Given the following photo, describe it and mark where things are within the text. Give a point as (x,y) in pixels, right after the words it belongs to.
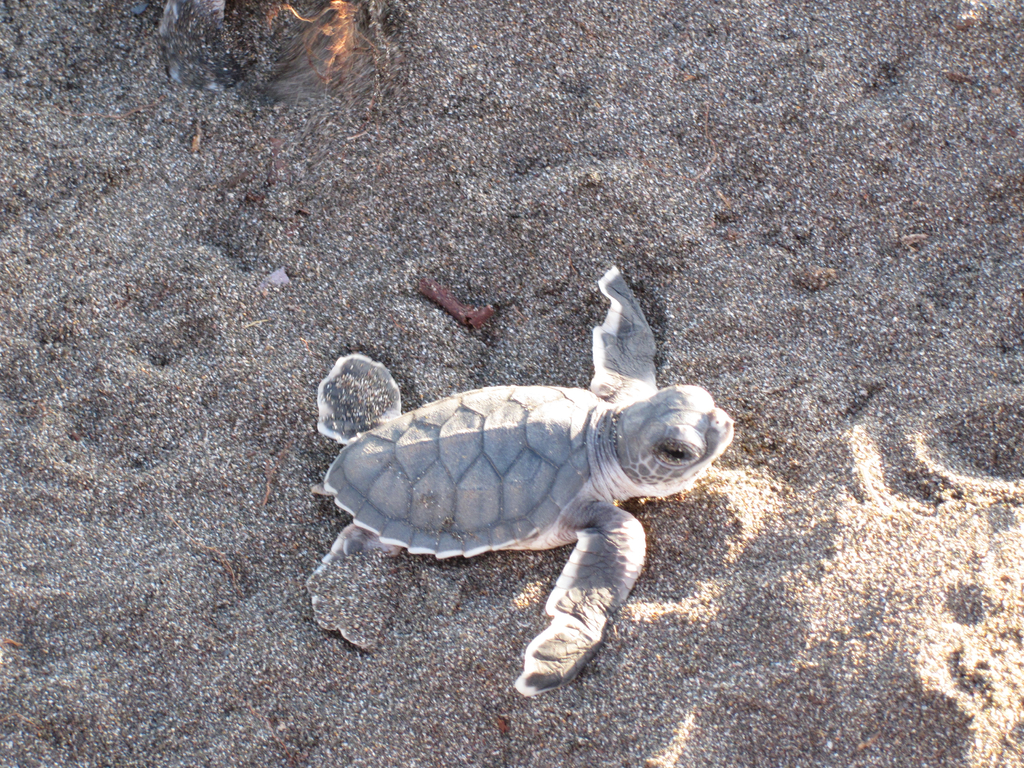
As we can see in the image, there is a baby turtle (635,356) with grey color on the ground (545,176).
